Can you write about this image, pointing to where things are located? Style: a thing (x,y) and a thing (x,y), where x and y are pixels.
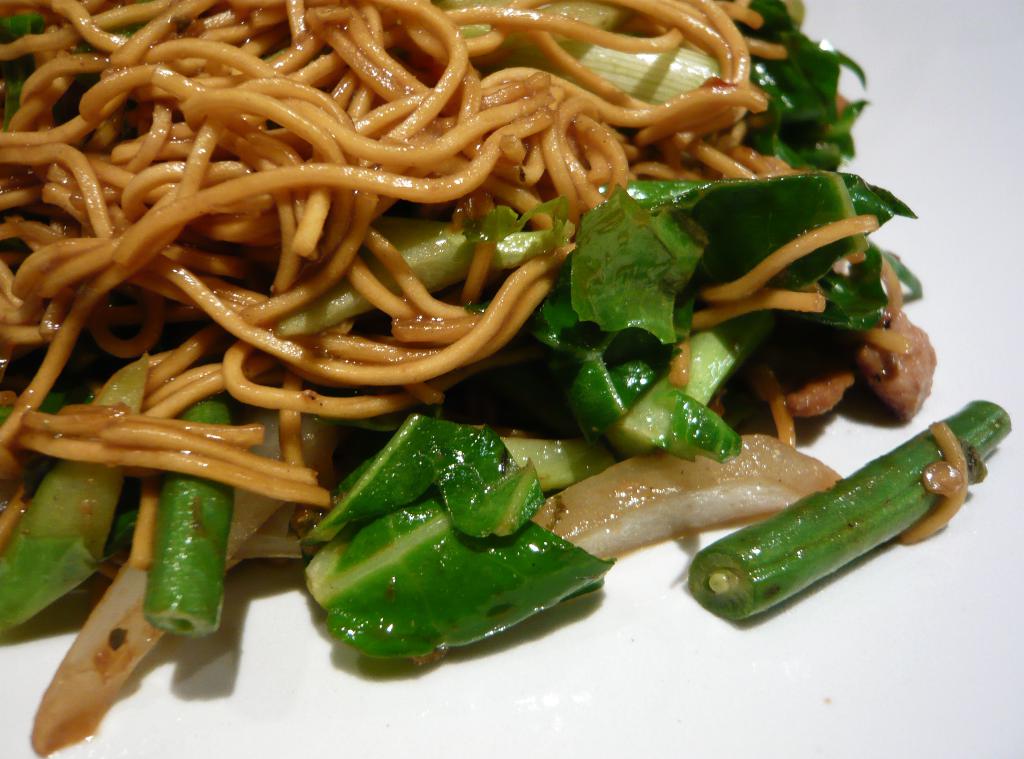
This image consist of food (559,365).
